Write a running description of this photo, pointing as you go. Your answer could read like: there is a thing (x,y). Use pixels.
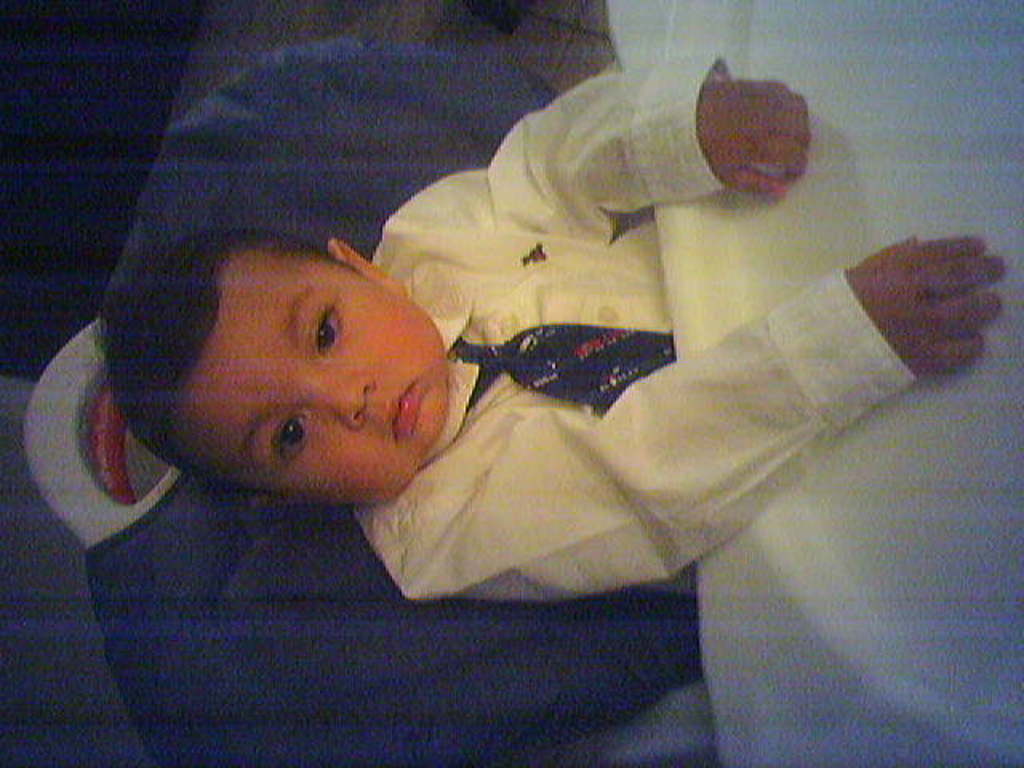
This boy (388,311) wore a shirt (562,259) and sitting on a chair (116,507).
